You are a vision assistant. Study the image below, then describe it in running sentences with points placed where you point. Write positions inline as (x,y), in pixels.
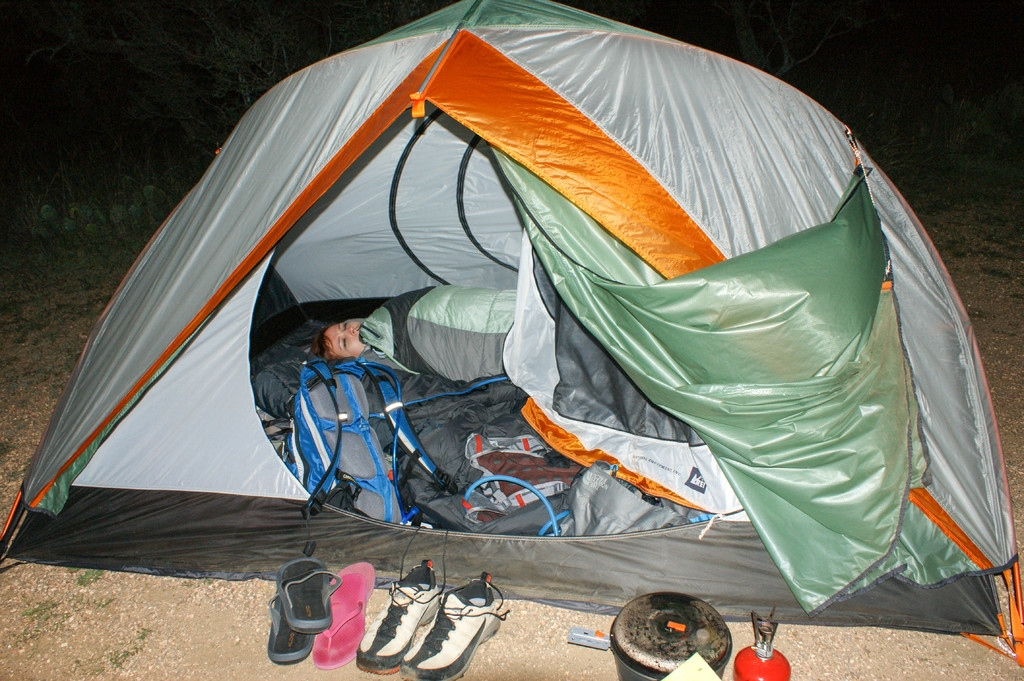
In this image we can see a tent (409,276), a man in the tent (591,334), shoes (400,612), slippers (372,588) and a gas can (755,657).
